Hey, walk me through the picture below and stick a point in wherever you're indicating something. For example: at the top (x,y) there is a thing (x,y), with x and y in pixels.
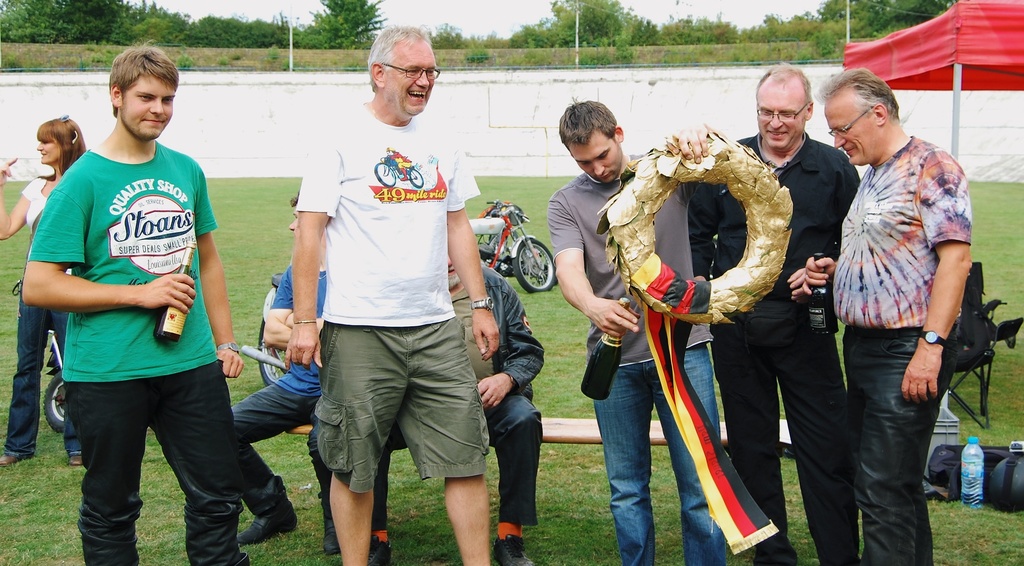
In this image in the middle (412,269), there is a man (414,201), he wears a t shirt (403,308), shorts (435,449), he is smiling. On the left (127,292) there is a man (115,297), he wears a t shirt (129,350), trouser (115,467), he is smiling, he is holding a bottle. On the right (686,392) there is a man (628,335), he wears a t shirt (635,360), trouser (642,480), he is holding a bottle (599,366) and a garland (632,172) and there is a man (765,347), he wears a black shirt (812,172), trouser (789,382). On the right (912,277) there is a man (907,259), he wears a t shirt (894,286), trouser (894,390), he is holding a bottle (820,290). In the background (1002,411) there are some people (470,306), bikes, woman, bags (948,476), bottle (971,459), chairs (981,338), tent (952,79), wall (914,103), electric poles (291,66), grass (201,58), trees (233,40) and sky (434,24).
